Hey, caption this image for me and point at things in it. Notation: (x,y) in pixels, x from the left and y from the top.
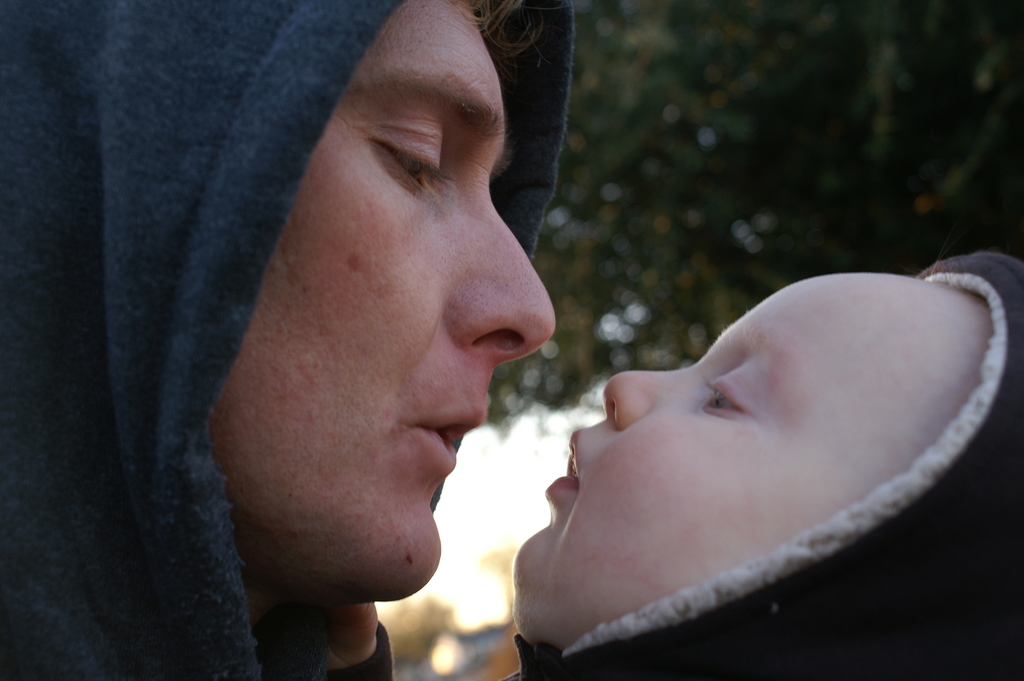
In this picture we can see a man (474,398) and a baby (623,495), in the background (686,219) we can see few trees (690,213).
